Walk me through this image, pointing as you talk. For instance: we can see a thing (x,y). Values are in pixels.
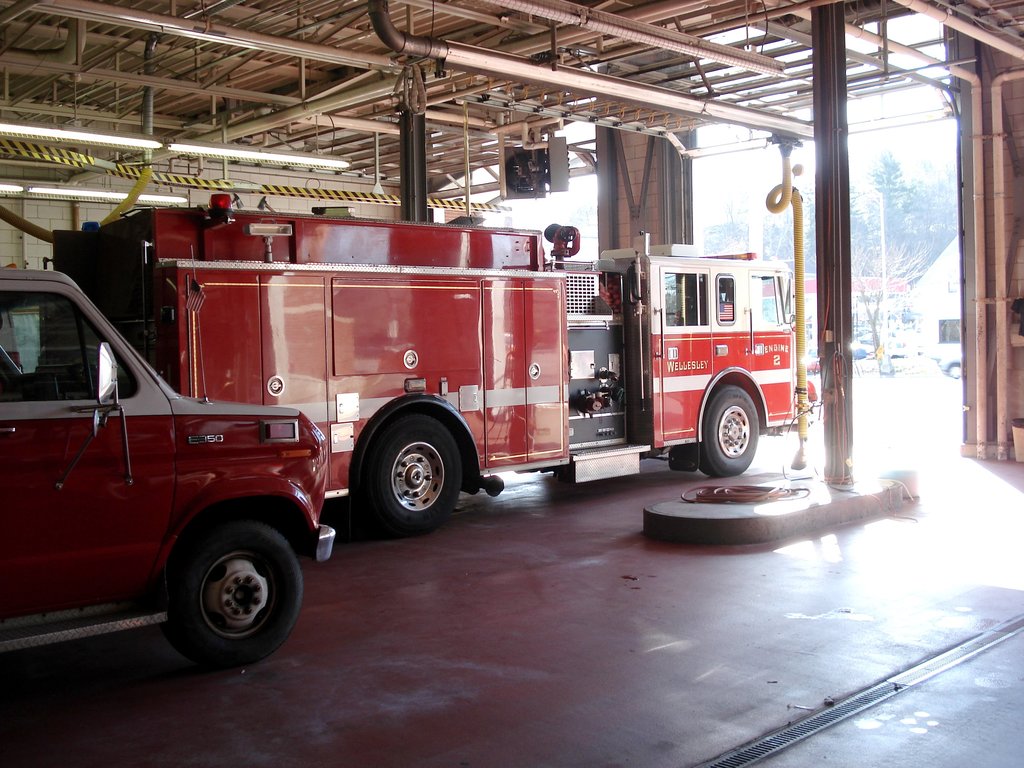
This image is clicked inside a shed (497,715). There are vehicles (344,434) parked inside the shed (574,597). There are metal rods (227,59) and pipes (463,53) to the ceiling (543,55). There are tube lights (95,144) hanging to the ceiling (302,141). Outside the shed (821,264) there are vehicles (867,343) moving on the road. There are trees (895,223) in the image.
